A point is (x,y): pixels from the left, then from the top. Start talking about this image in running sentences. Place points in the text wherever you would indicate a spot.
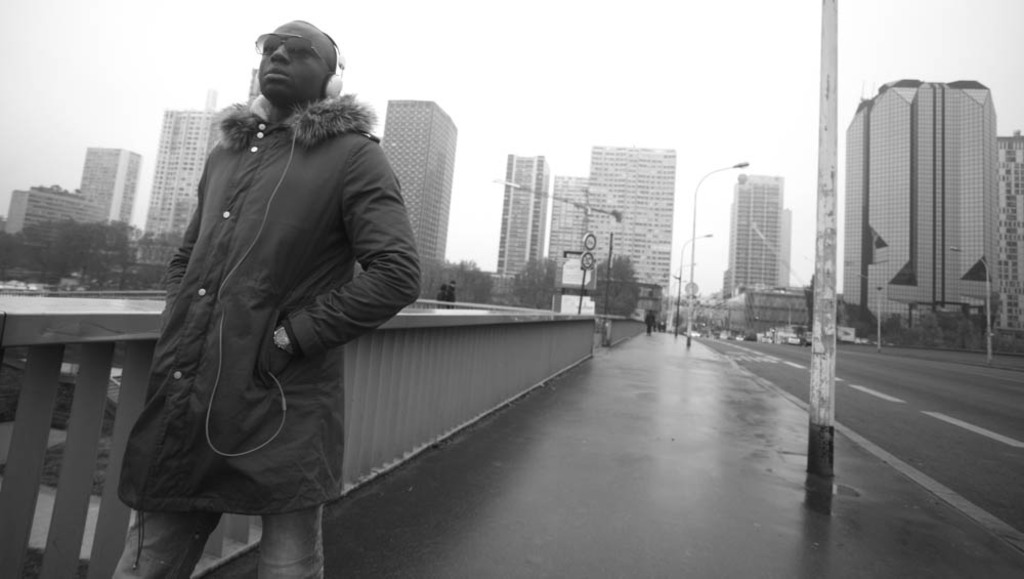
This is a black and white picture. Here we can see a man (341,316) and he has goggles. Here we can see a fence (589,352), poles (820,348), trees (475,279), few persons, and buildings (640,200). In the background (490,147) there is sky (526,61).
